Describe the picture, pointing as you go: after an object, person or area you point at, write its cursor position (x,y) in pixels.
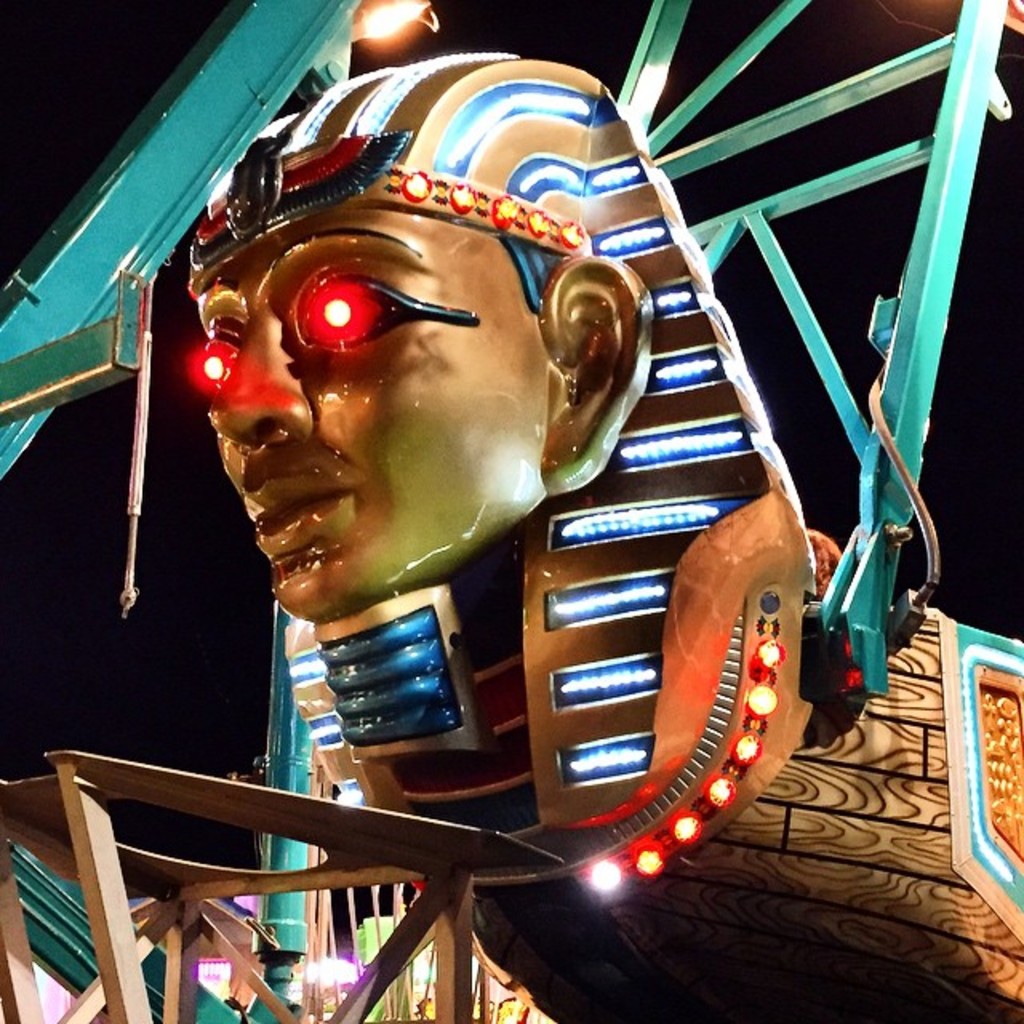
In this image in the front (136,905) there is a wooden stand (150,894). In the center (389,366) there is an object (572,629) which is brown in colour with some lights (562,696) on it and there is a stand (912,376) which is green in colour and there are lights (321,965).
